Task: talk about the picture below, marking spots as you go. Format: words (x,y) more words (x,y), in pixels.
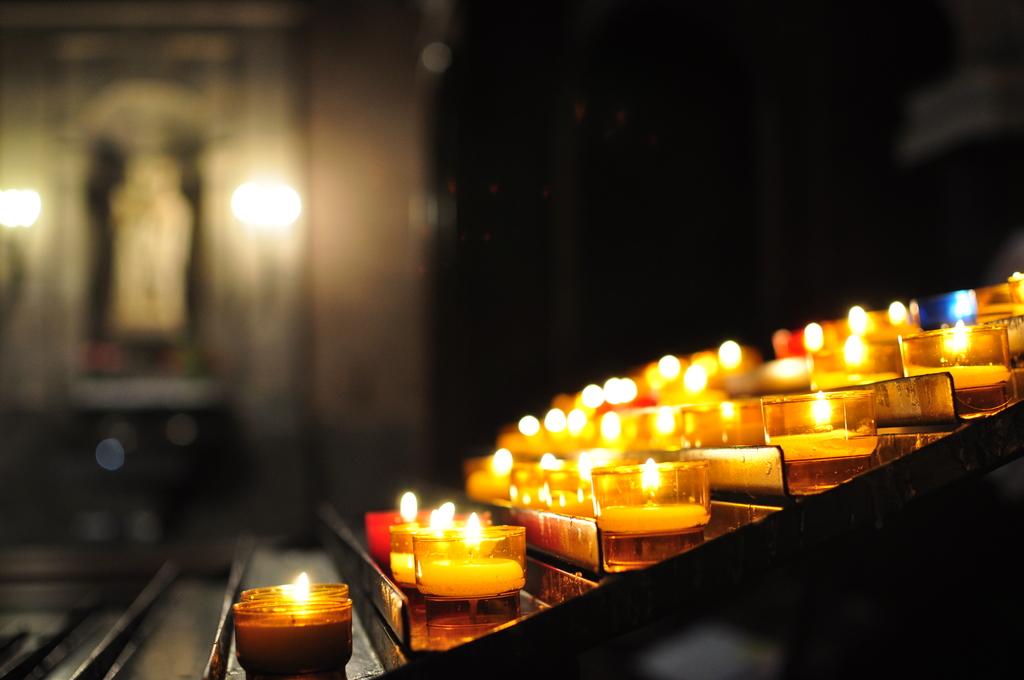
In this picture we can see the candle lights (507,493) which are placed on the stand (553,637). In the background of the image (428,354) we can see the lights (289,206), photo frame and wall (338,221).
